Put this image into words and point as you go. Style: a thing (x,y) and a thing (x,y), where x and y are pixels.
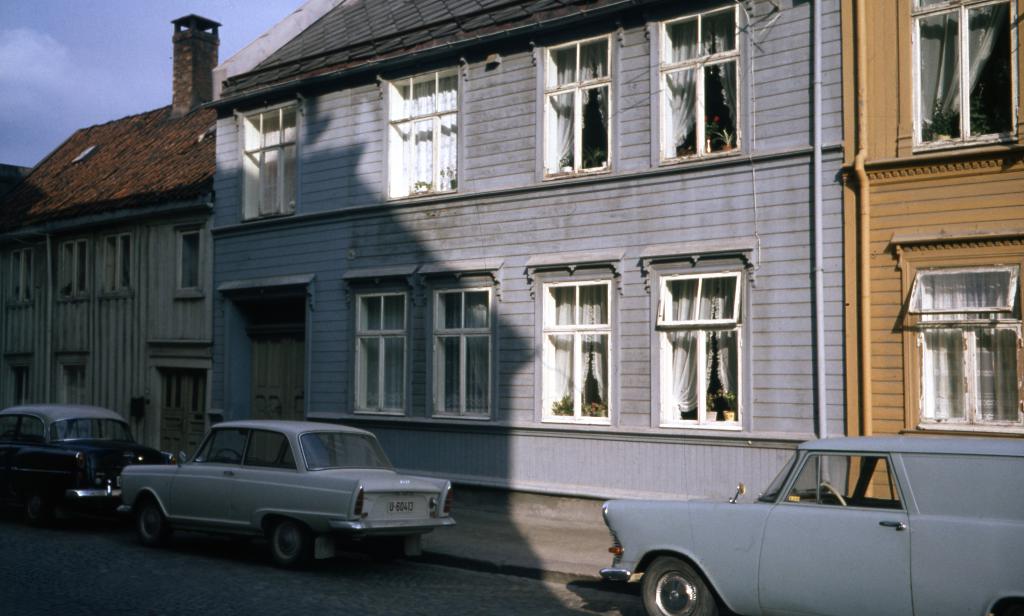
In this image in the center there are cars (294,506) on the road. In the background (290,331) there are buildings (716,280) and there are windows (917,278) which are white in colour and the sky (103,61) is cloudy.
